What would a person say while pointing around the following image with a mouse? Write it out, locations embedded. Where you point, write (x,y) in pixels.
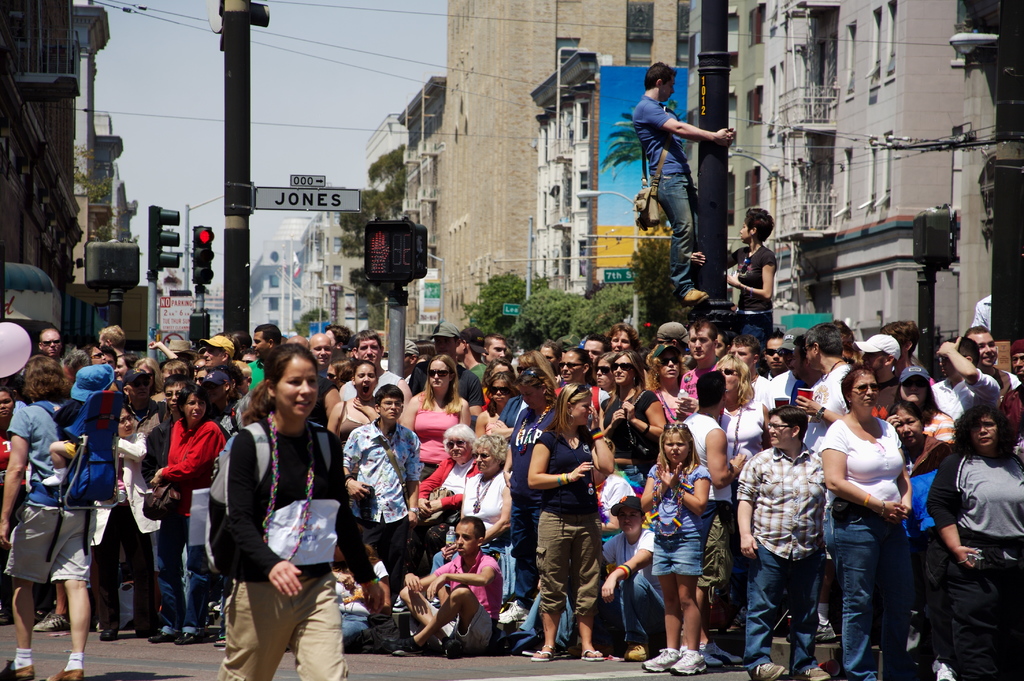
In this image we can see one woman (291,621). She is wearing black color top (287,484), brown pant (323,591) and carrying grey bag (214,510). Behind her crowd of people (521,444) is there. Background of the image (908,165) poles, buildings (65,164) and wires (959,141) are there. The sky (341,112) is in blue color.
